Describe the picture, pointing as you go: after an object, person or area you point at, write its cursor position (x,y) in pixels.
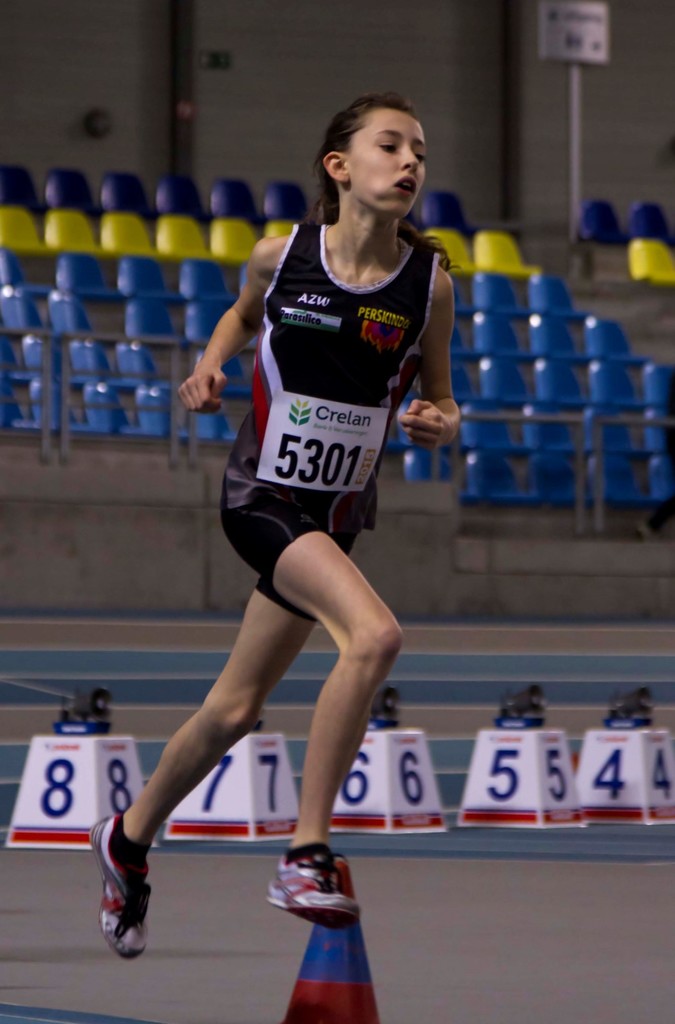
In this image I can see a girl (260,646) and I can see she is wearing black colour dress (288,388). Here I can see white colour paper (330,425) and on it I can see something is written. In the background (87,784) I can see number of chairs (648,235), few white colour things (366,764) and on it I can see numbers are written.
